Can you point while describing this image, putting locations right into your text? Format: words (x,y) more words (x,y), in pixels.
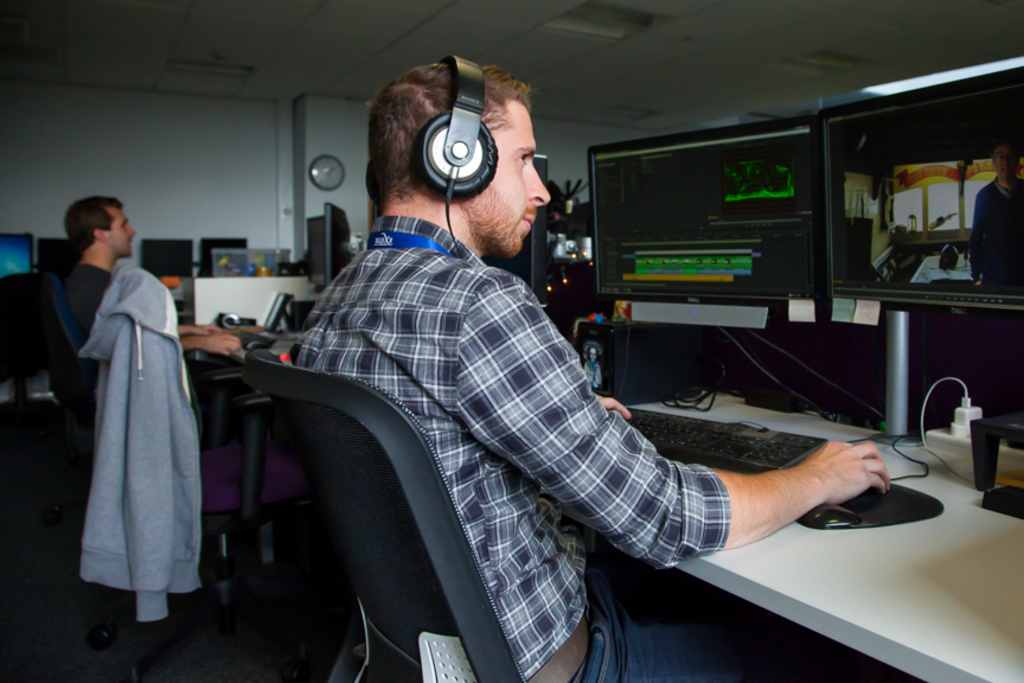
This picture shows a man (527,575) sitting in the chair (499,638) in front of a computer (728,237), wearing a headset (476,161) on his head (430,113). In the background (96,212) there is another man (79,218), sitting and there is a wall clock (310,169) attached to the wall (197,142) here.
